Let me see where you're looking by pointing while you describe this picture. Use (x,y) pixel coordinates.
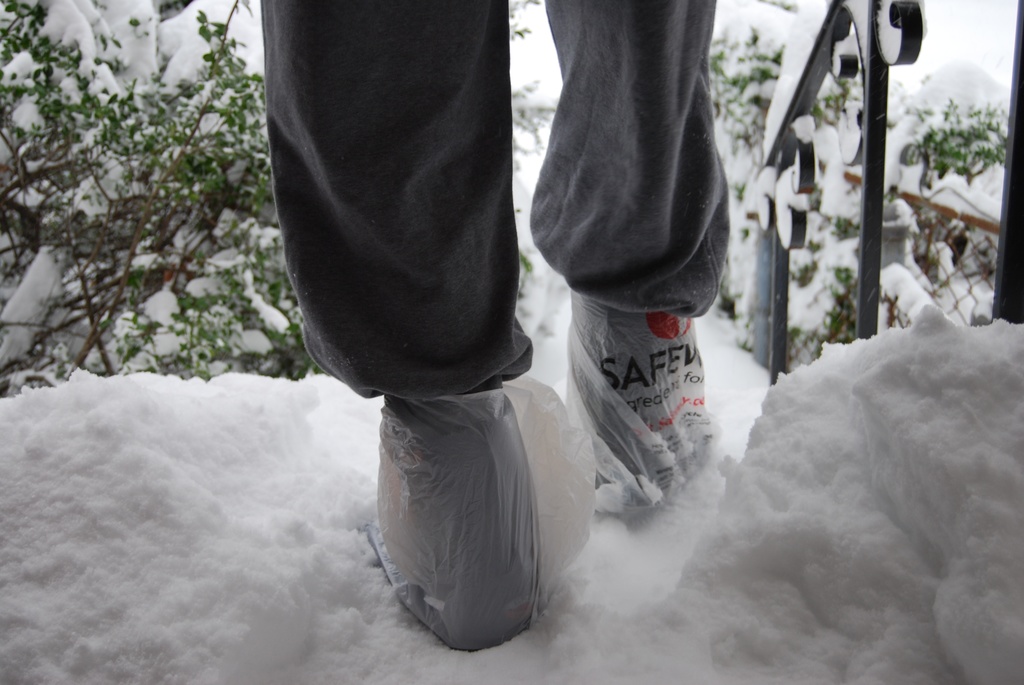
There are legs (510,190) of a person (518,354) in the snow (582,603), there are trees (144,257).
